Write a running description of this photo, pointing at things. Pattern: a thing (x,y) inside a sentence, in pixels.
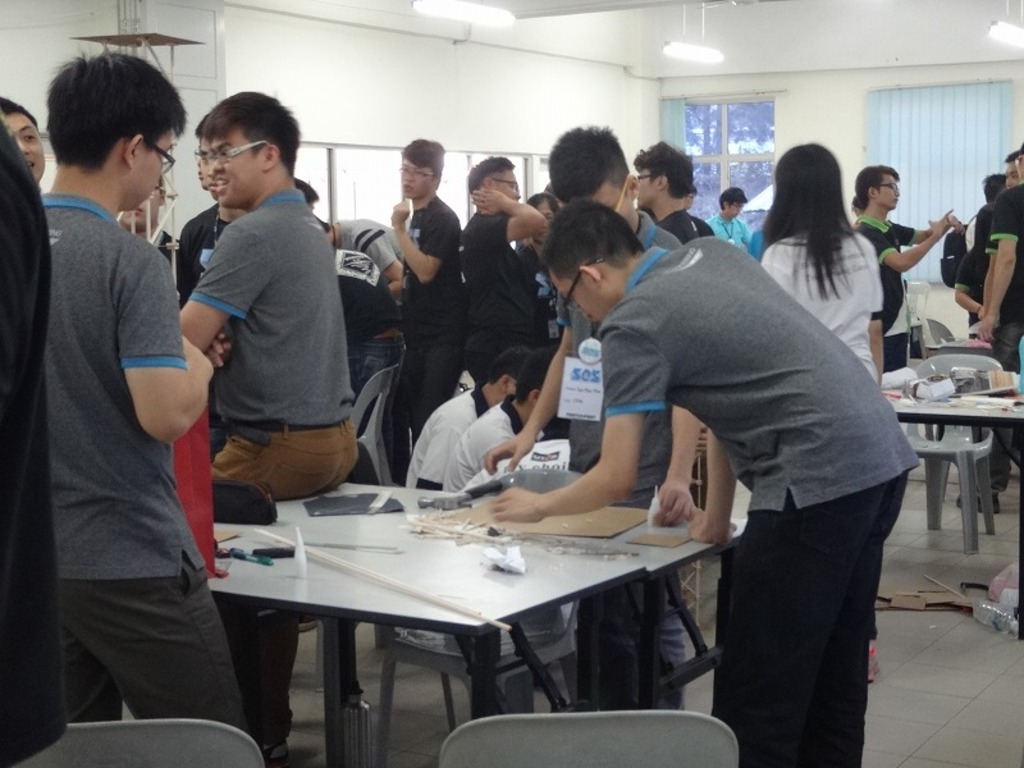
People (413,272) are standing around the table (456,574), some people (481,450) are sitting in the chair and in the background (757,171) there is glass (699,145) and a light (695,60).
